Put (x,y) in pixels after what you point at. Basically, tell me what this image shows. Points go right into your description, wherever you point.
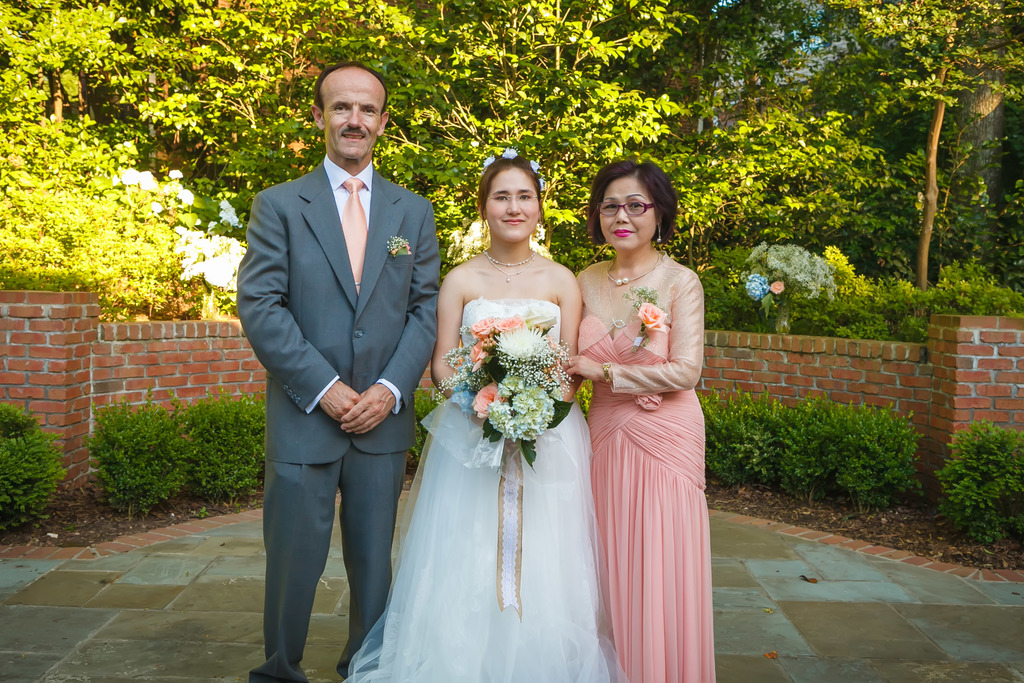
In this image there are many trees (817,121) and plants (915,448) are at the background of the person (524,498). There are three persons (479,470) in the image.
